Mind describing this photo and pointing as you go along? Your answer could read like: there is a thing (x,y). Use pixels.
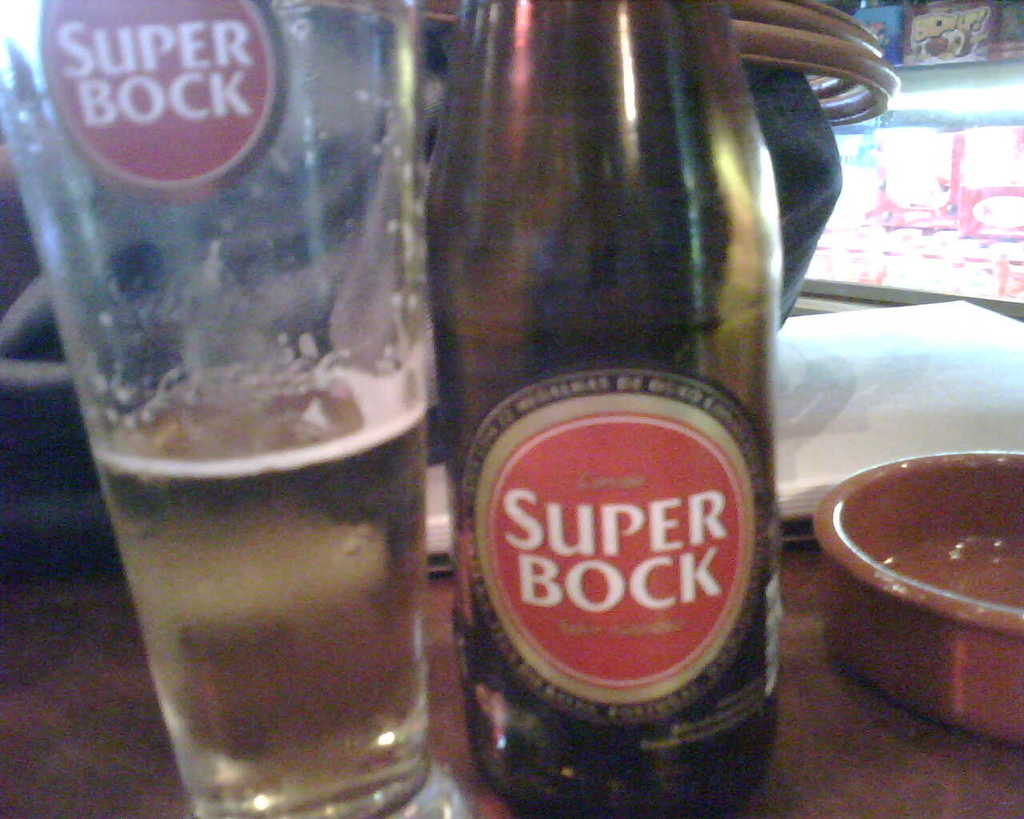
In this picture we can see bottle sticker (572,491) beside to that glass (359,426) with drink (300,488) in it and bowl (835,504) and in background (841,461) we can see some lights (902,106), paper (906,337).
